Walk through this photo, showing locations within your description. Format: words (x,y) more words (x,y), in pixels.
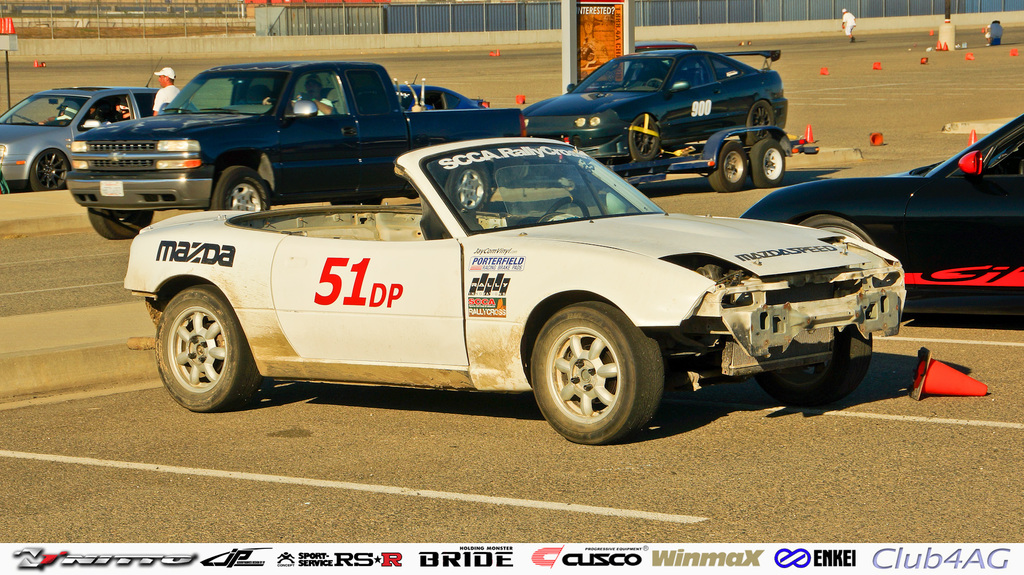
In this image there is a road (493,503). There are vehicles (729,173) moving on the road (929,418). There are people (852,37). There are red color objects (961,382) on the road (915,148). There is a net fencing (838,16) in the background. There is a wall (874,19).
